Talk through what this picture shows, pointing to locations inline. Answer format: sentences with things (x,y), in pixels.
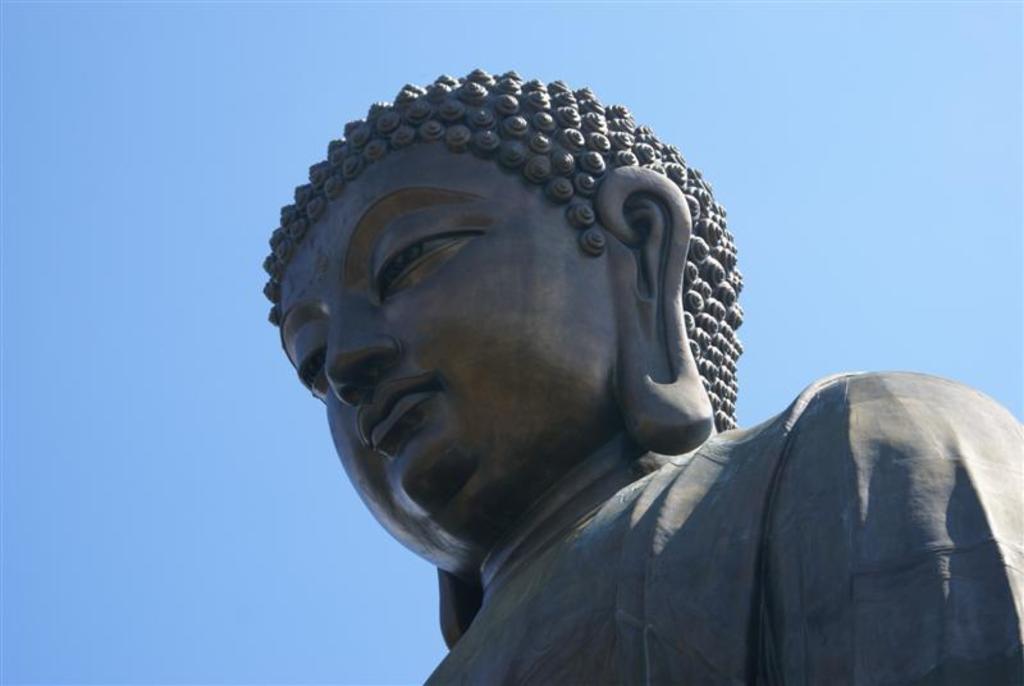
This is black sculpture (692,418). Sky (829,276) is in blue color.
